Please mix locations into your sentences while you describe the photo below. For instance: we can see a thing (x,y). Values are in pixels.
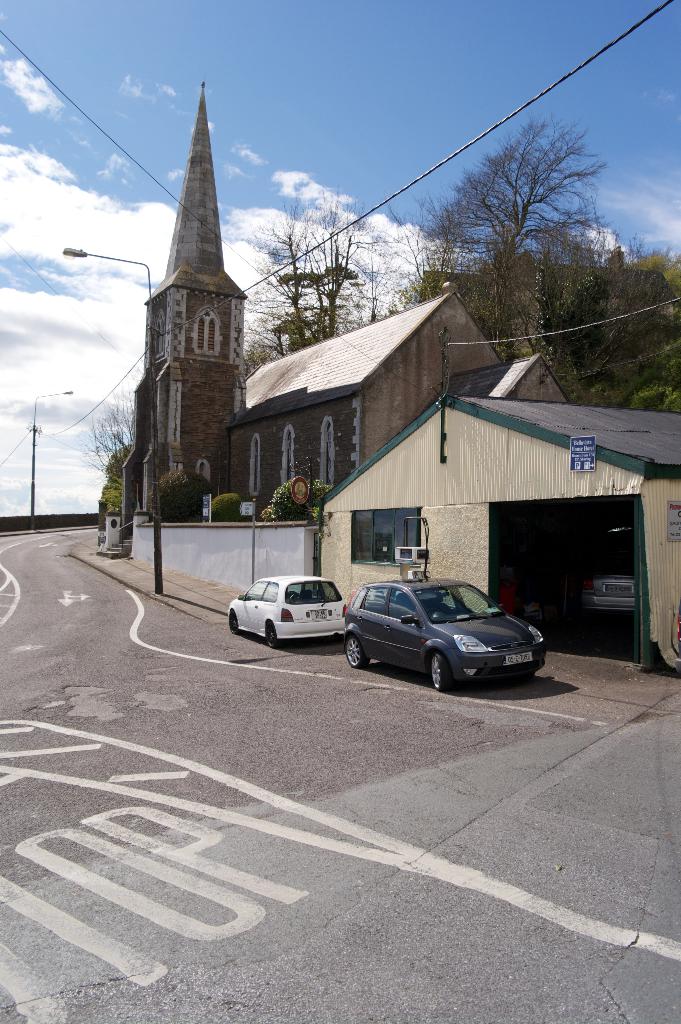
In this picture I can see vehicles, there is a house (342,480), there is a shed (471,423), there are boards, poles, lights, cables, trees (562,275), and in the background (49,295) there is sky (451,180).
